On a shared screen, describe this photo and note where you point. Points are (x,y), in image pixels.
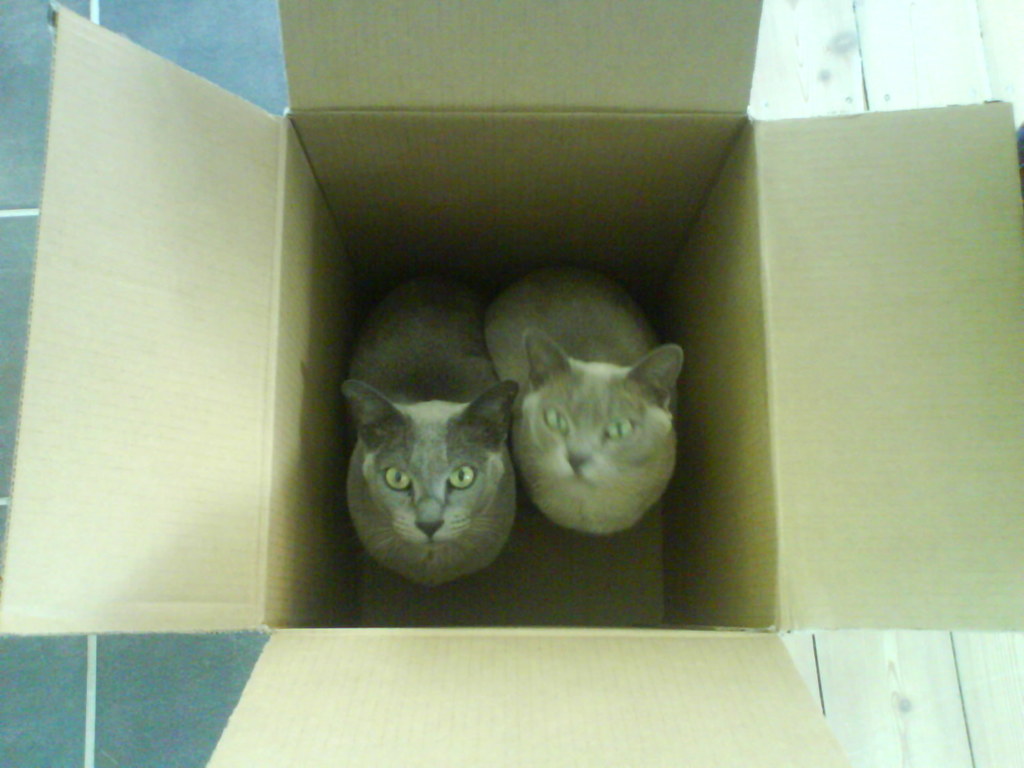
In the center of the image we can see a platform (786,105). On the platform (12,424), we can see a box (540,579). In the box (331,680), we can see two cats (401,522).
